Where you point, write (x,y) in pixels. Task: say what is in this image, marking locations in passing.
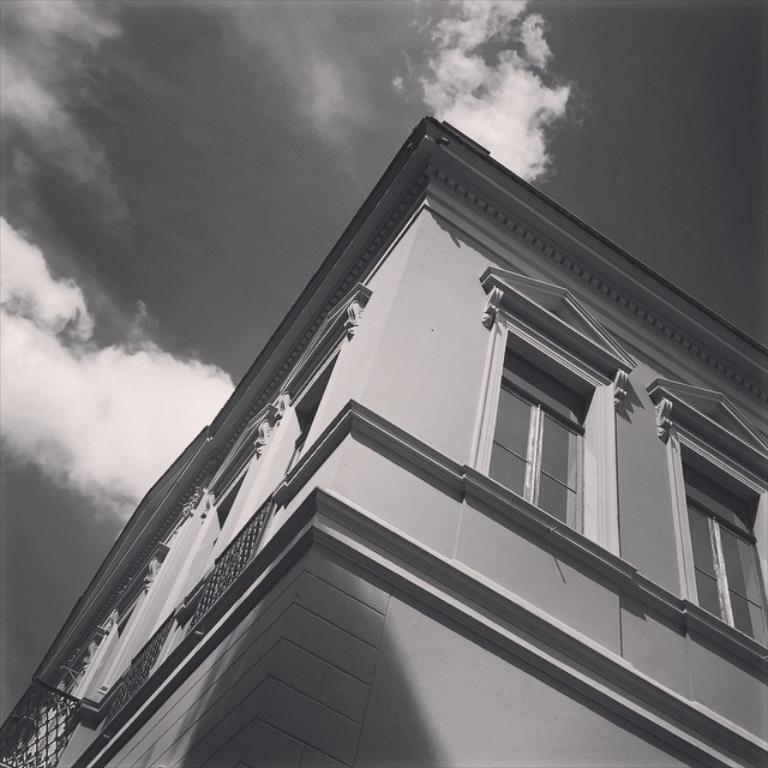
In this picture I can observe a building (368,544). In the background (176,349) there are some clouds (442,88) in the sky (301,77). This is a black and white image.
